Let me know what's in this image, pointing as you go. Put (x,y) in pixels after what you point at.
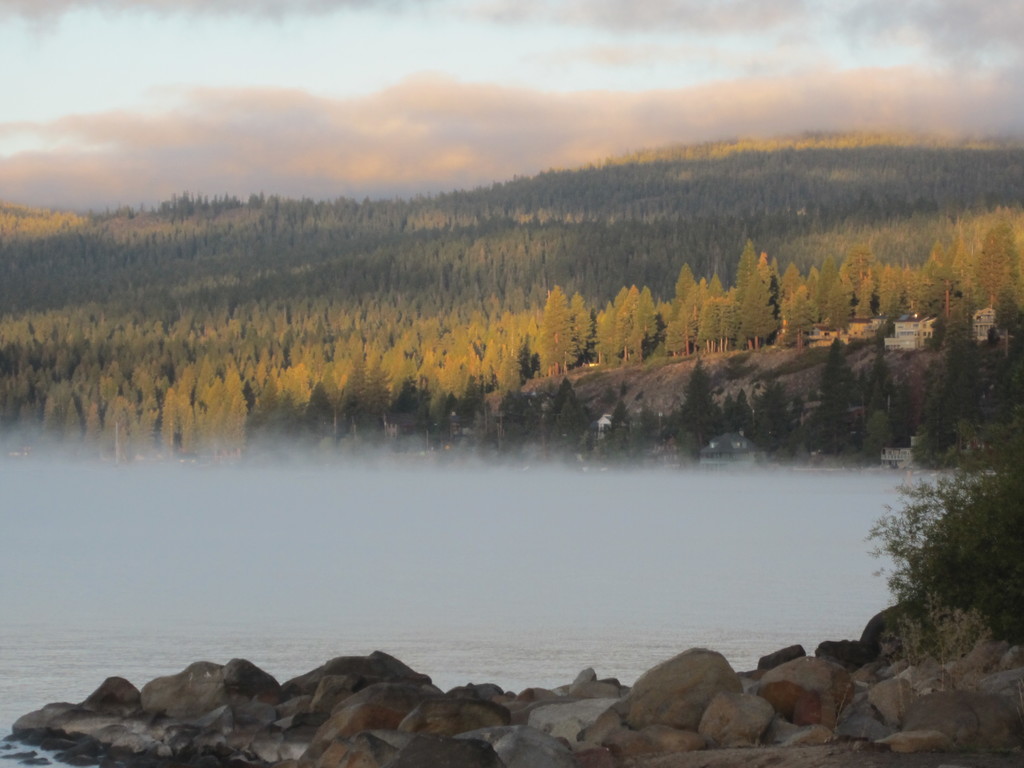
There are rocks (632,739) and there are water (447,598) beside it and there are trees (404,297) in the background (388,270).
